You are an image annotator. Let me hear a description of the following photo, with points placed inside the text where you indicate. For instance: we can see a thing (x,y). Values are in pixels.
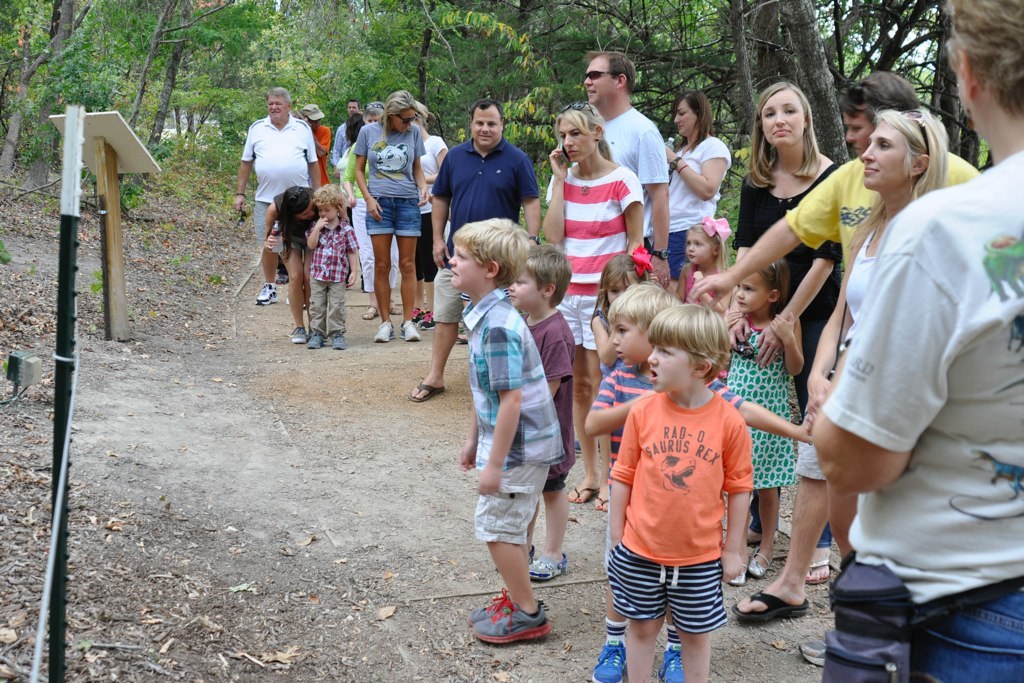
In this picture we can see the trees (108,108), podium (121,160), pole (75,265), rope (44,626) and few objects (4,401). On the right side of the picture (923,236) we can see the people (993,289). We can see a woman (701,146) is holding a water bottle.
